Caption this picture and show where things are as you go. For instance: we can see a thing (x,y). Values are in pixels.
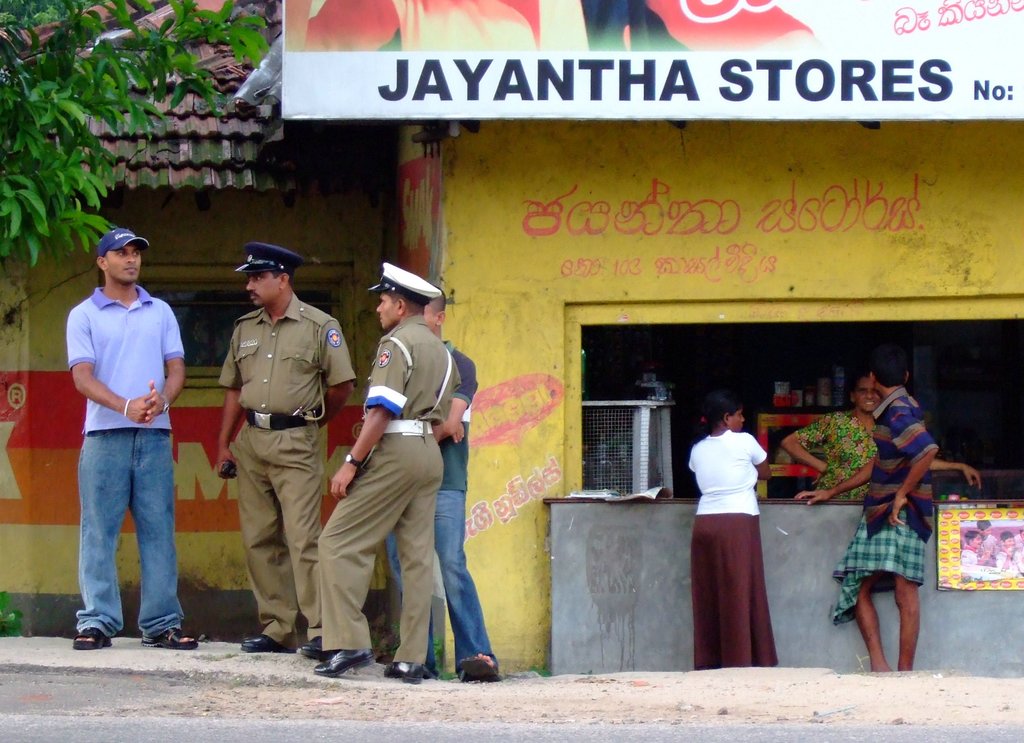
In this image we can see few people (373,497), there is a house (596,387), a tree (39,51), there is a poster (999,555) with some images (985,541) and text (506,85) on it, there is a board (455,54) with text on it, also on the wall (761,299), we can see the text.
